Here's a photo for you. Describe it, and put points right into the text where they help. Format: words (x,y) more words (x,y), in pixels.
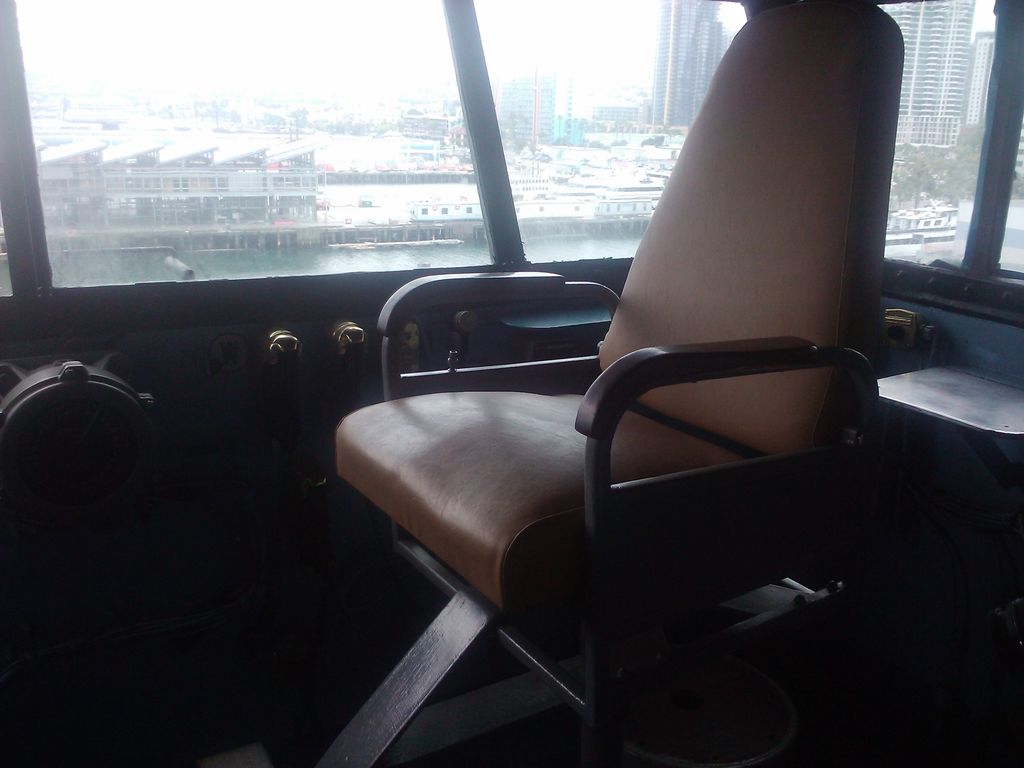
In this image there is a chair (666,470) inside a vehicle (277,452), and at the background (255,261) there is water (449,263), buildings (533,127), skyscrapers (655,118), trees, sky (589,13).
